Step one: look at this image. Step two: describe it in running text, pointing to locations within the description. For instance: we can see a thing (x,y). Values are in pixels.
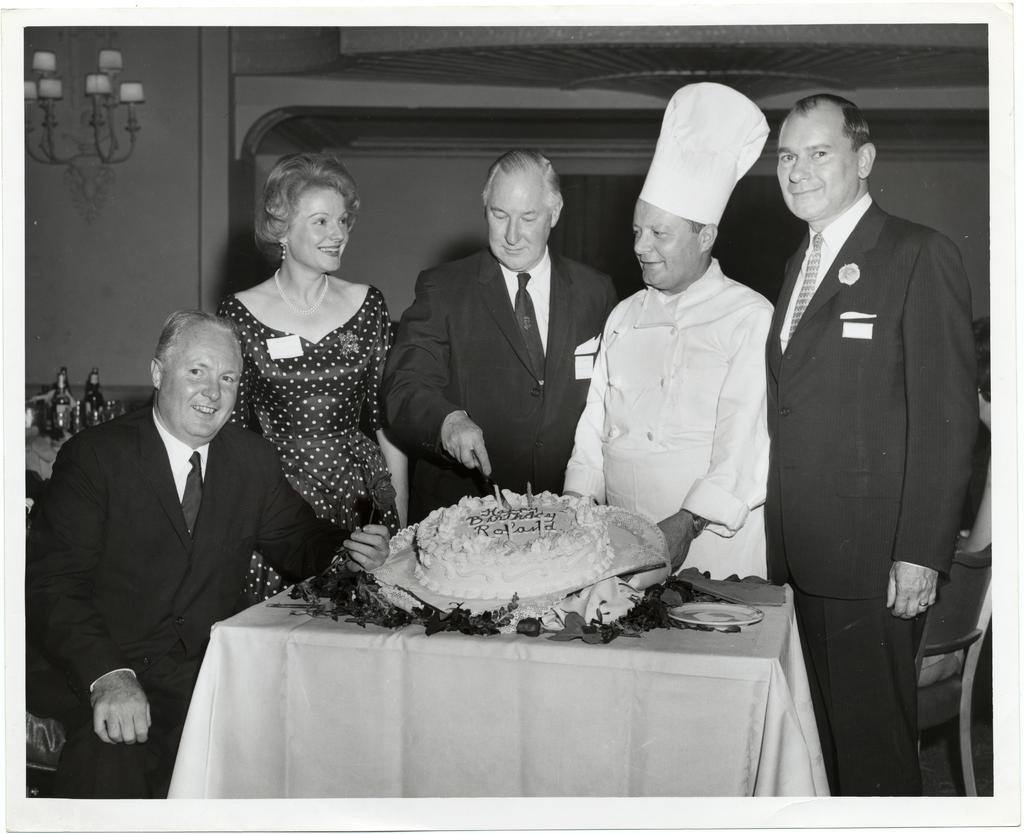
This is edited, black and white image. There are four persons (799,348) standing and a person (141,539) sitting on a chair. I can see a cake (476,577), leaves (654,620), plate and a cloth (552,685) on the table (515,696). On the left side of the image (110,144), I can see a chandelier (102,85) and there are bottles (93,403). At the top of the image (456,77), I can see a ceiling (746,56). On the right corner of the image (952,600), there is a chair (939,682).
